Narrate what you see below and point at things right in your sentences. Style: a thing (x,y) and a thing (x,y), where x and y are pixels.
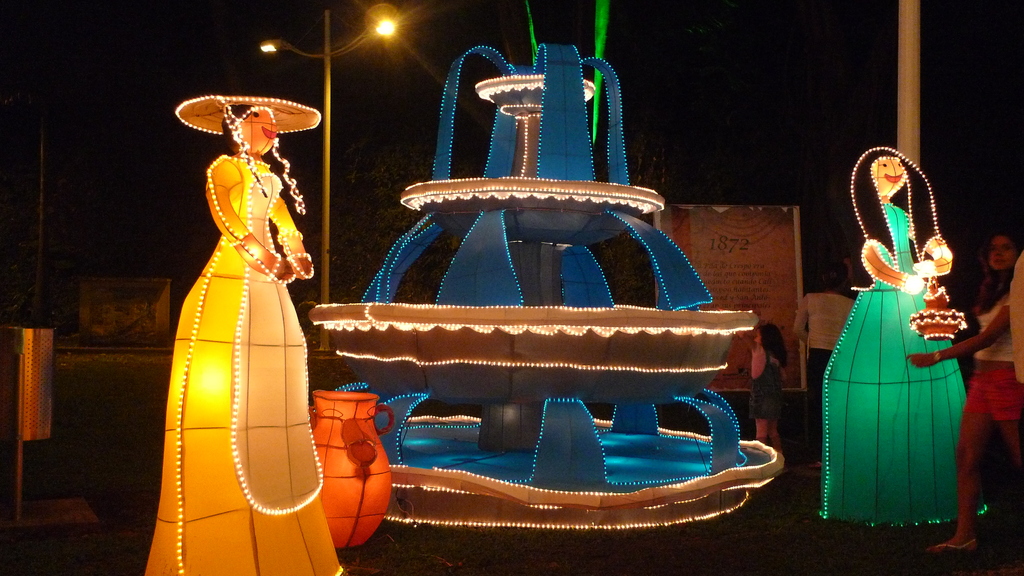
In this image we can see few persons (770,382), also we can see some lights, fountains (722,322), few other objects (254,177) on the ground (53,466), there are some serial lights (691,371), poles (326,252), dustbin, a board (767,289) with some text (740,286) written on it, and the background (1018,217) is dark.
